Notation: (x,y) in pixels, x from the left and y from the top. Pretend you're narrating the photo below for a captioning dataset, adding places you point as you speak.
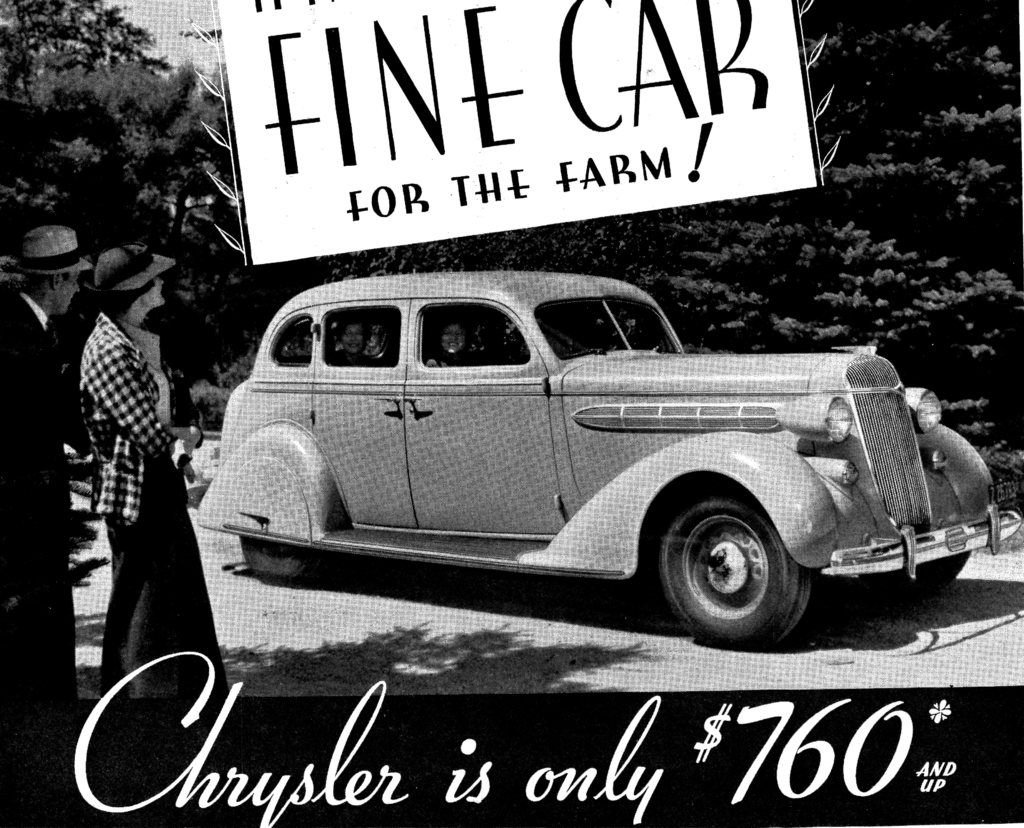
In this image we can see there are two persons (151,392) standing and looking at the car (783,491). And there is a vehicle (495,294) on the ground (433,671). And there are trees (95,102) and text (86,726) written on the poster (694,731).
